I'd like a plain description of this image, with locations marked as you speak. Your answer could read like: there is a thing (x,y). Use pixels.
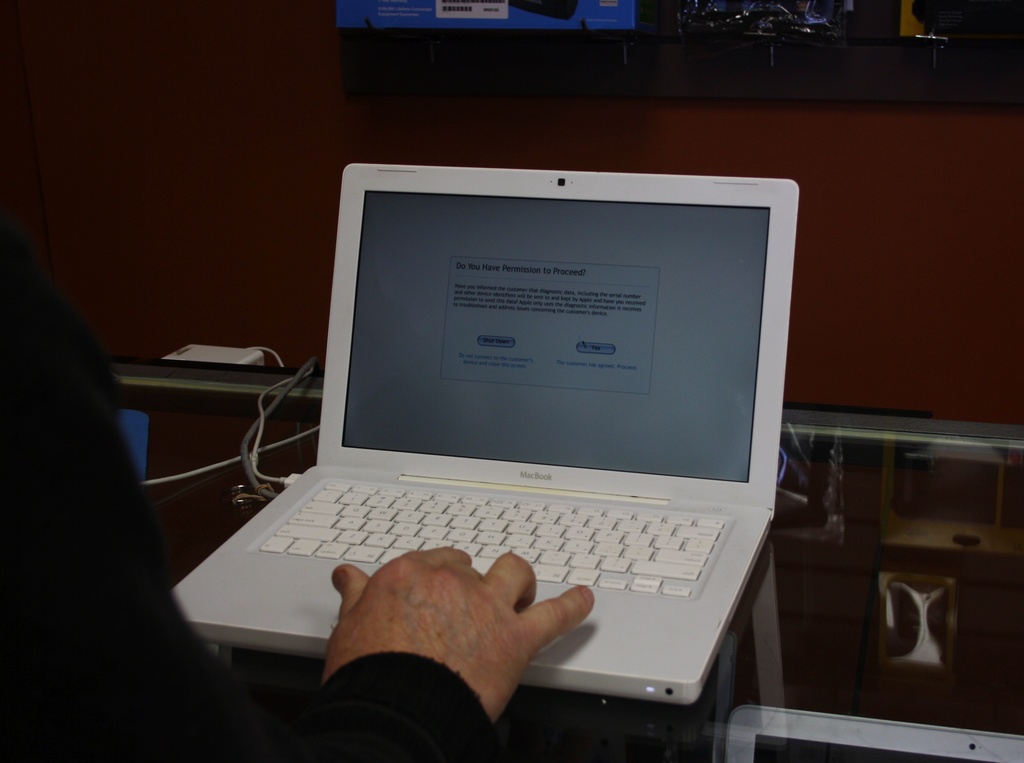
In this image I can see a person (104,629) wearing black colored dress (99,618) is sitting in front of the glass table (830,661) and on the table (876,645) I can see a laptop (672,631) which is white in color and few wires (267,492). In the background (128,114) I can see the brown colored wall (184,98) and something is attached to the wall (464,108).
